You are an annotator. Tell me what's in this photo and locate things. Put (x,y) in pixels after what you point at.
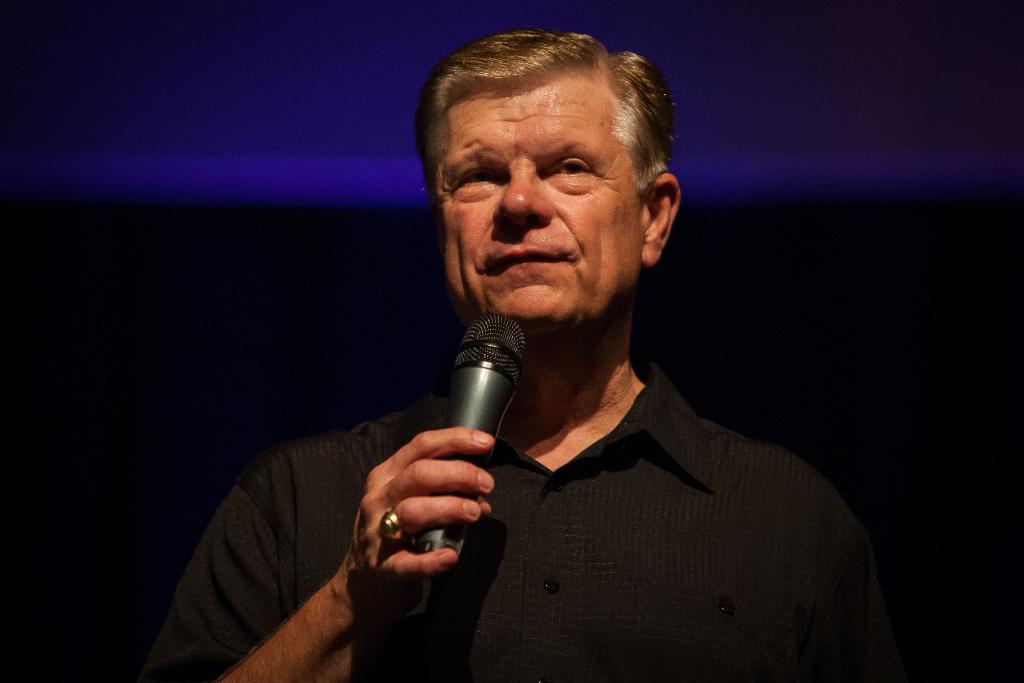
In this picture we can see a man (587,588) holding a microphone (481,415), we can see a dark background (911,104).
